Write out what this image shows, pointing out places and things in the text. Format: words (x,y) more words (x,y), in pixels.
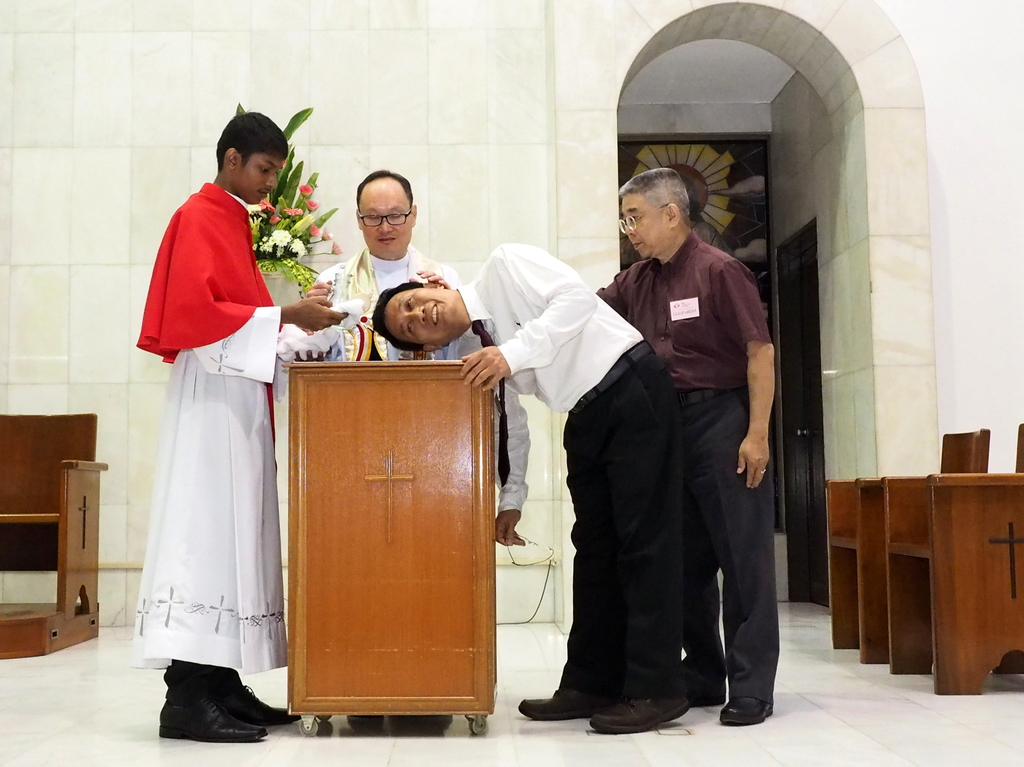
In the background (903,140) we can see the wall (454,159). In this picture we can see the men (774,372) standing. We can see the chairs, podium (395,401). On the right side of the picture (804,390) we can see a door (812,373) and designed object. We can see a person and he is holding spectacles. He is in a bending position.
